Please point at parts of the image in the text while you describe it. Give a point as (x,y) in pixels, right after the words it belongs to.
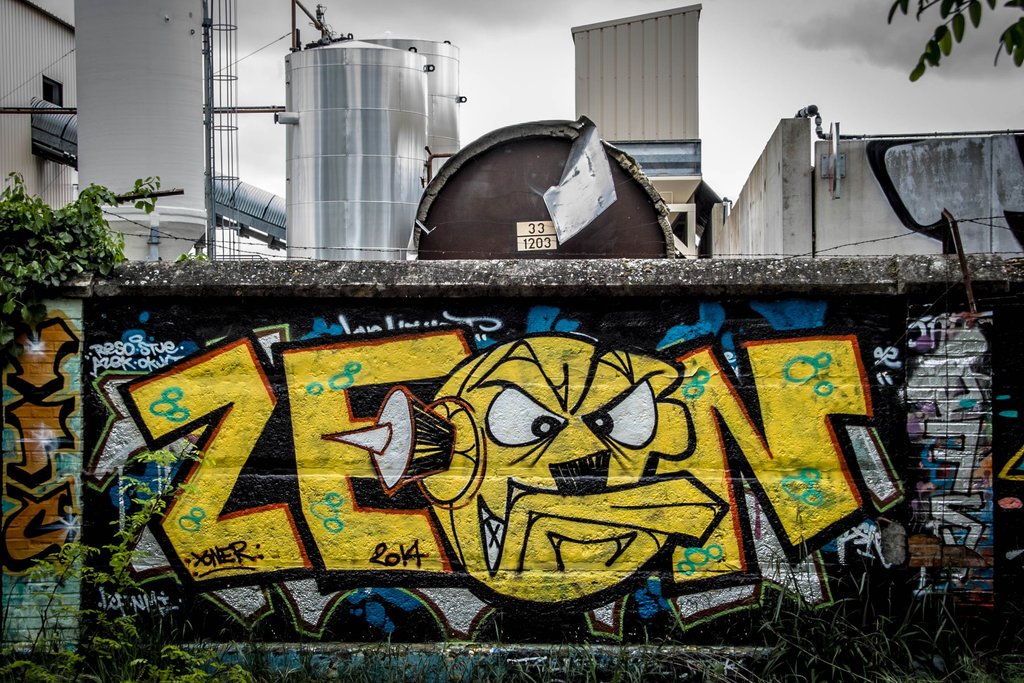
There are paintings (113,425) on the wall (87,326) near a plant (72,230) on the wall (563,270). In the background (319,251), there are tanks (366,88), pillar (154,62), tower (662,62), wall (813,209), building (27,57) and clouds (742,21) in the sky (710,99).
